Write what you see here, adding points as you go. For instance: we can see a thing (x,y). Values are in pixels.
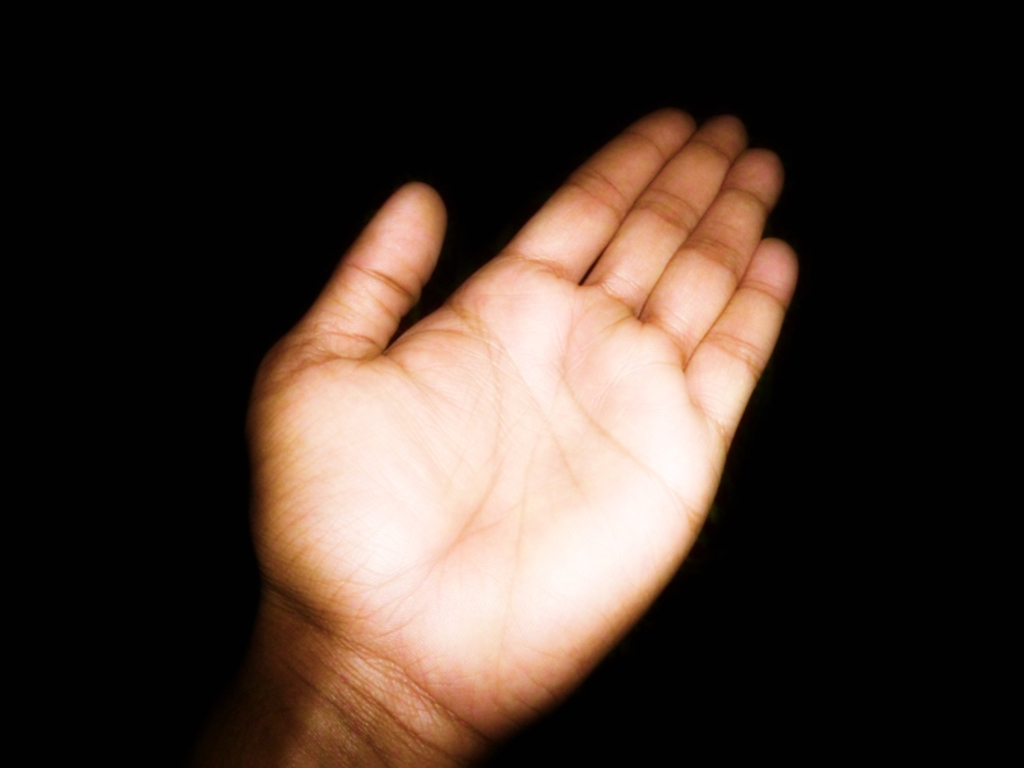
There is a hand (507,513) of a person (507,513) and the background (73,125) is black in color.
